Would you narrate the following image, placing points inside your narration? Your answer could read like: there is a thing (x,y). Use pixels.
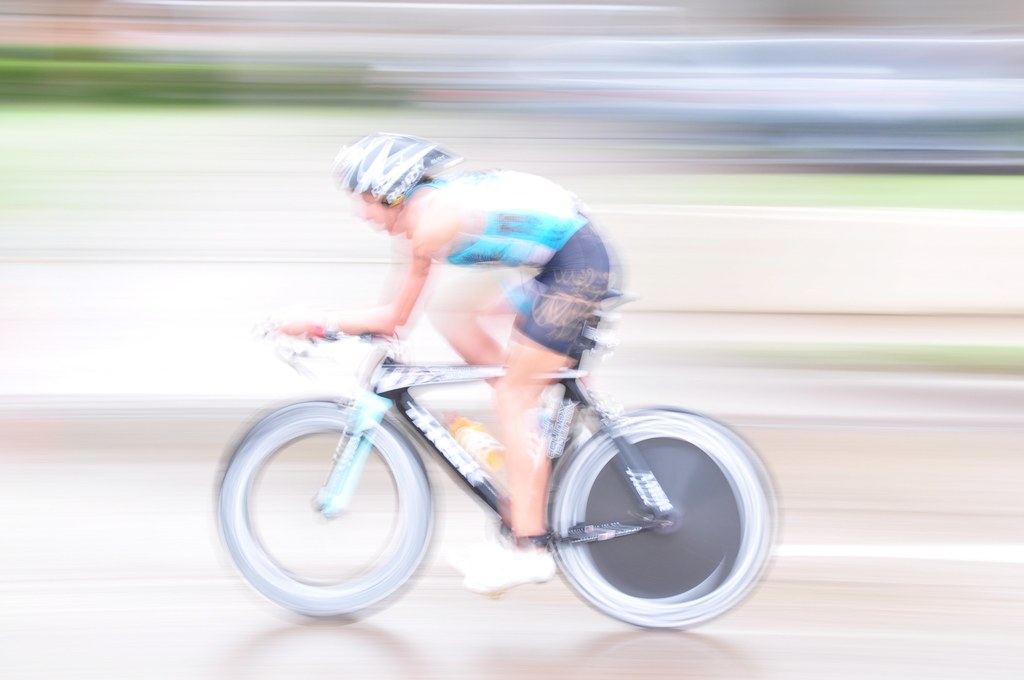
This is the picture of a man (578,296) in blue t shirt (511,225) was riding a bicycle (415,467). Background of the man (469,280) is in blur.
